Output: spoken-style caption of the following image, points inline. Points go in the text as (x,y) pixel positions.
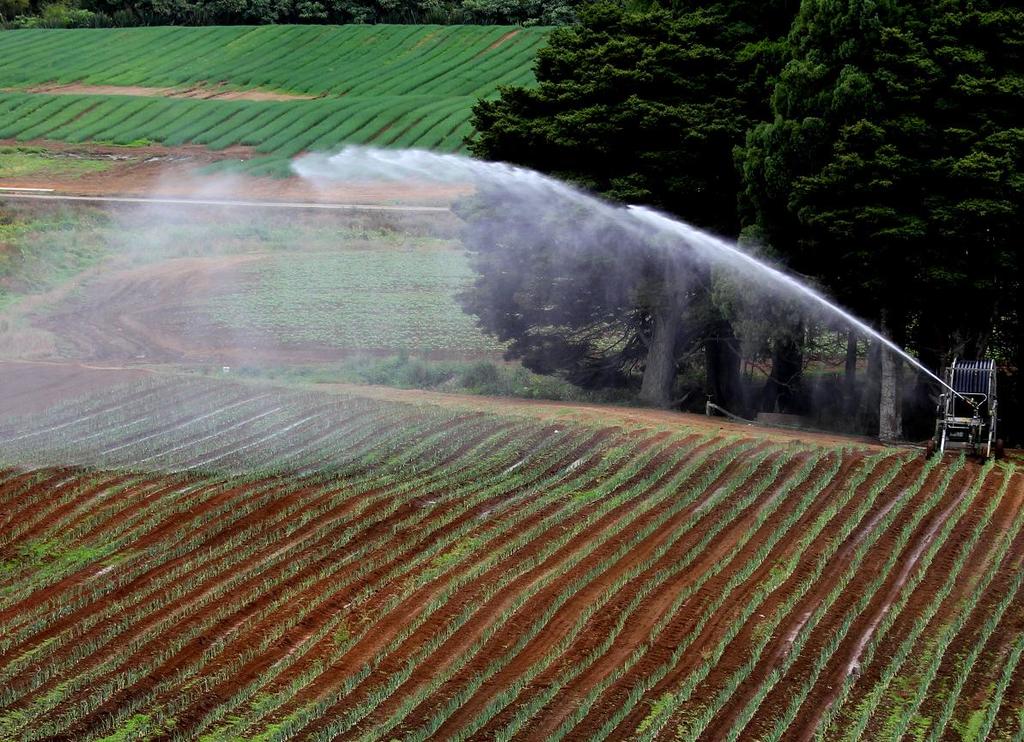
It is an agriculture land (633,648) many plants (591,577) are planted into the ground (598,625) and in front of the field (1012,529) there is a machine (976,418), it is spilling the water (579,217) on the crops (393,434) and behind the machine (969,378) there are huge trees (741,199) and behind the trees (658,101) there are other types of crops (331,84).
